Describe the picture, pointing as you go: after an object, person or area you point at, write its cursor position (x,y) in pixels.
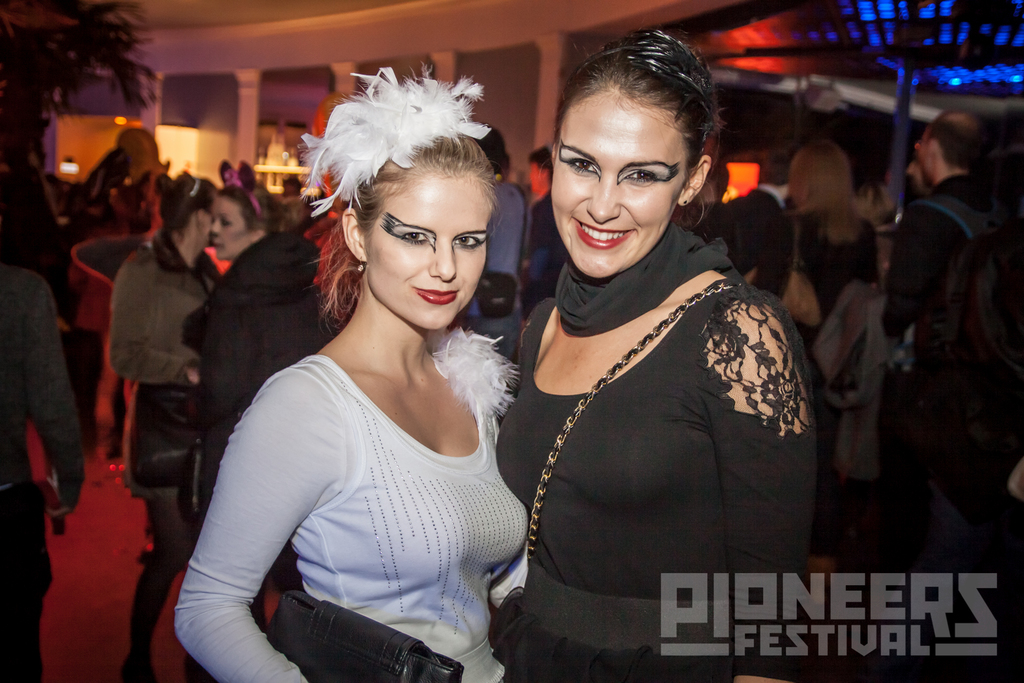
In this picture we can see a group of people (285,326). Behind the people (179,315), there are pillars (148,104), a tree (8,110) and lights (190,127). In the bottom right corner of the image (870,635), there is a watermark (836,604).
